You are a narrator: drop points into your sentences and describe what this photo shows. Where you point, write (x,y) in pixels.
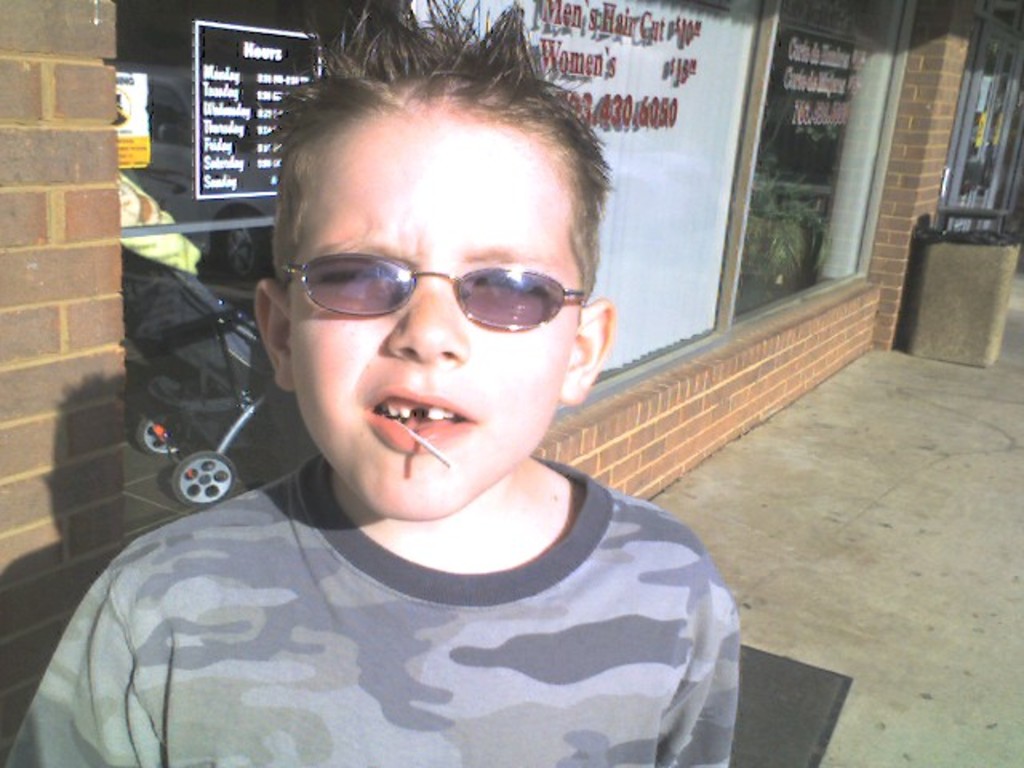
This image is taken outdoors. At the bottom of the image (910,657) there is a floor (860,472) and there is a mat (790,693). In the middle of the image (587,376) there is a kid (467,515). In the background (661,264) there is a building (58,269) with a few walls (70,467) and glass doors (966,133). There are a few boards (264,127) with text (629,108) on them and there is a dustbin (913,258).
